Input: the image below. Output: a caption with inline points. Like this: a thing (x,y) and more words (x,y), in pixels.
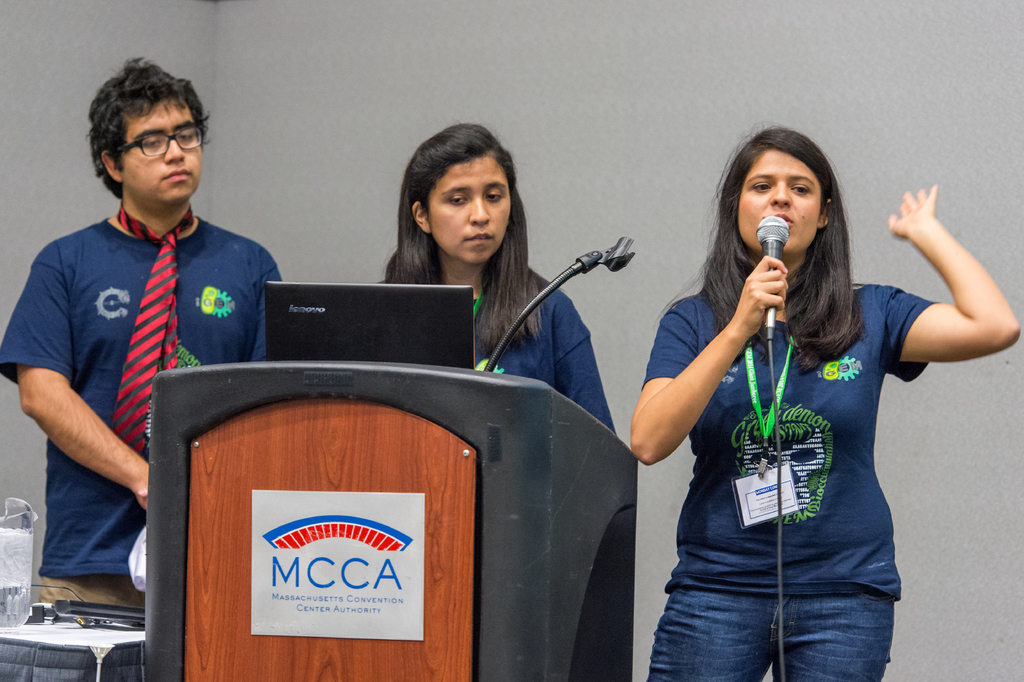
In this image I see a man (180,103) and 2 women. I can also see that this woman (749,681) is holding the mic (767,284) and this woman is in front of the podium (212,632). In the background (595,321) I see the wall (974,550).
